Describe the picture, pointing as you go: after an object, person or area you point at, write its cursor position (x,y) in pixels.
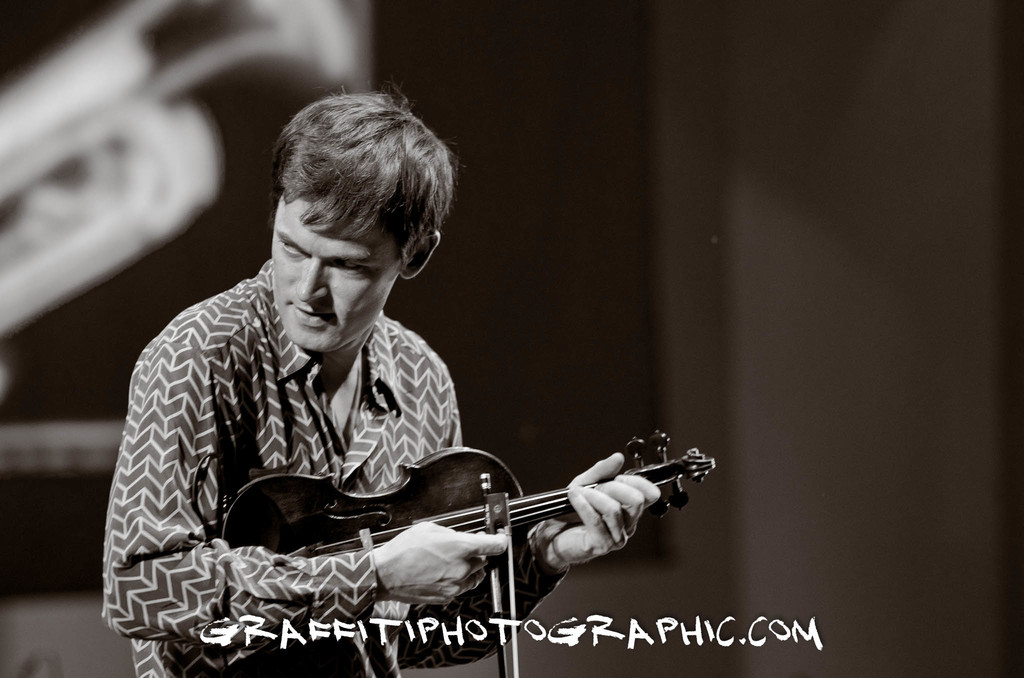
The person (355,440) is standing and playing violin (425,516) in his hand (421,541).
